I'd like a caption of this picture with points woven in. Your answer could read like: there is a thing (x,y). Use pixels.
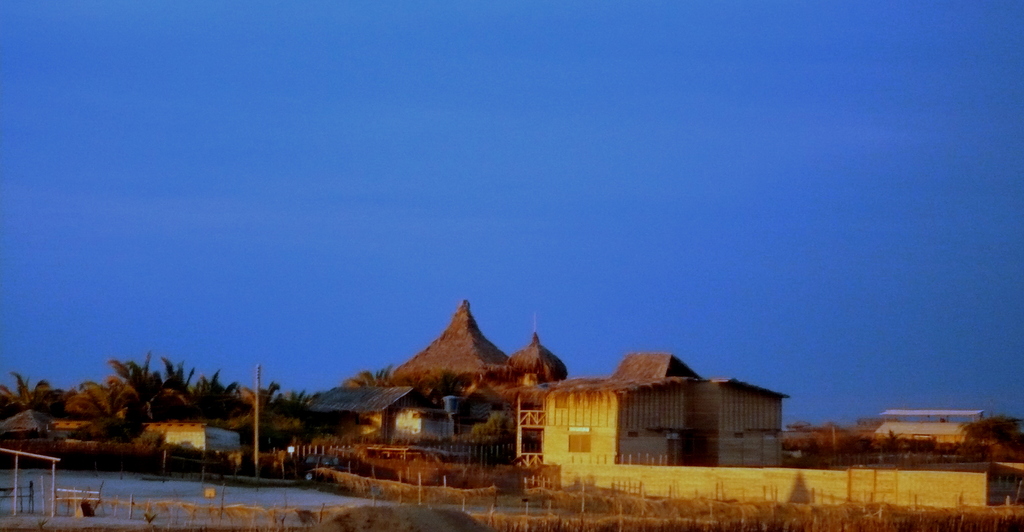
In this image there are so many huts (571,441), beside that there are trees (144,385) and sand (242,498).
